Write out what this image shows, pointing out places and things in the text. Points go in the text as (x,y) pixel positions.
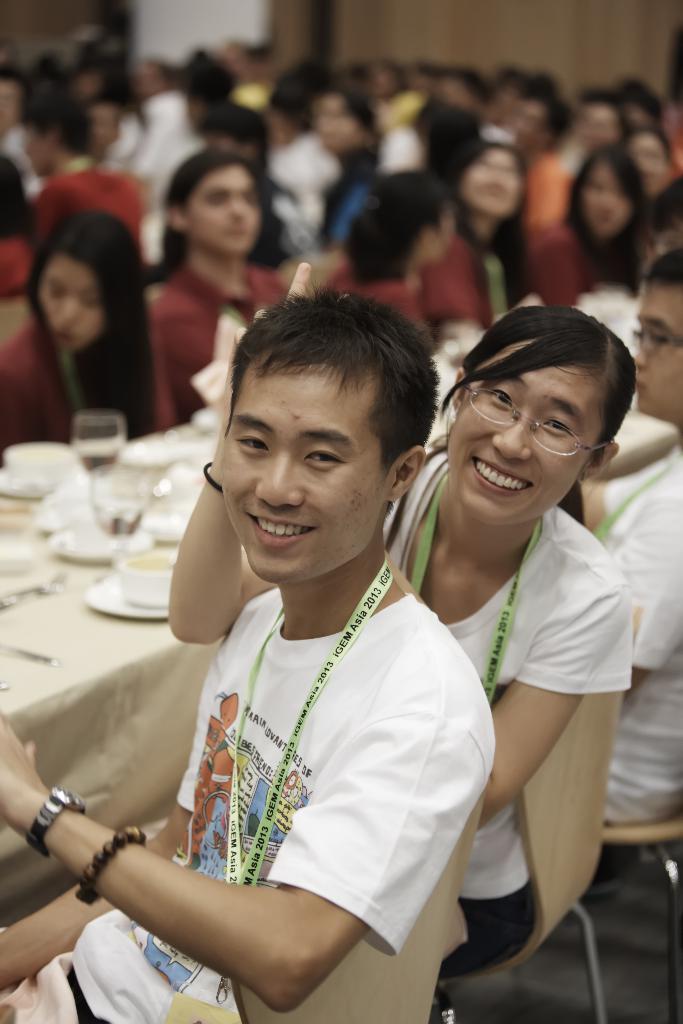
There are persons (622,568) with different color T-shirts (410,806), sitting on chairs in front of the tables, on which there are glasses (92,440), cups (56,446) and other objects (214,380). Some of these persons (402,333) are smiling. And the background (407,98) is blurred.
